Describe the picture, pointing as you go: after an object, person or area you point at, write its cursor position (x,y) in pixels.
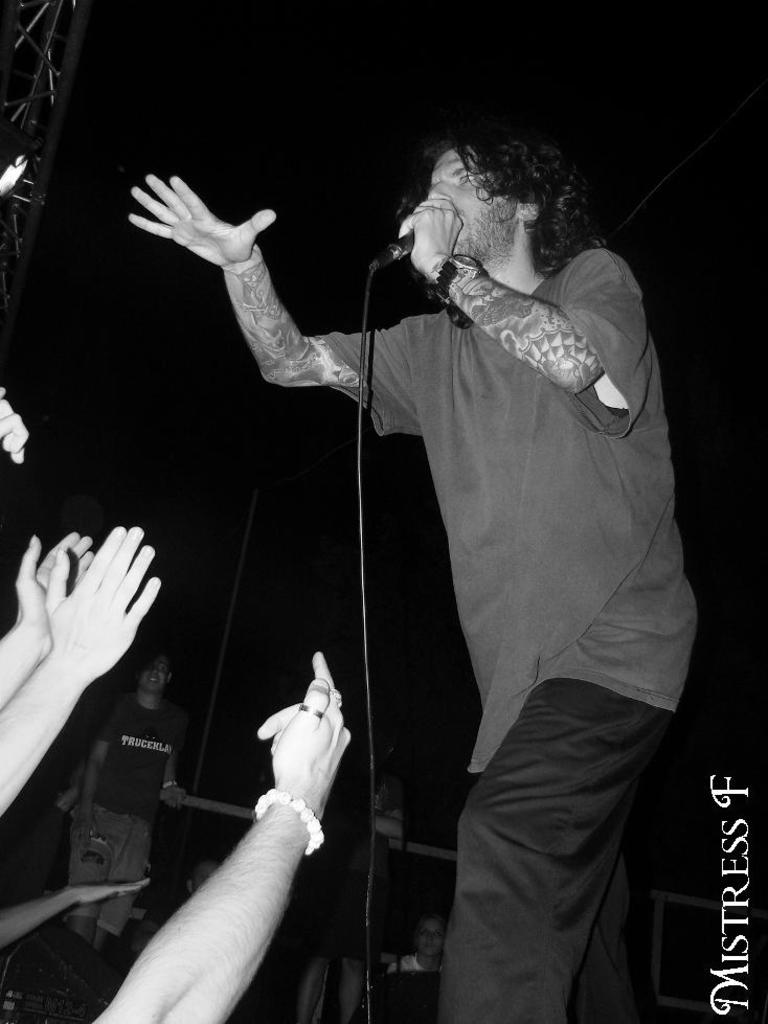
In this image I can see a person (598,710) standing and holding a microphone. There are hands (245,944) of people (245,959) on the left (236,977). The background (718,699) is dark.
